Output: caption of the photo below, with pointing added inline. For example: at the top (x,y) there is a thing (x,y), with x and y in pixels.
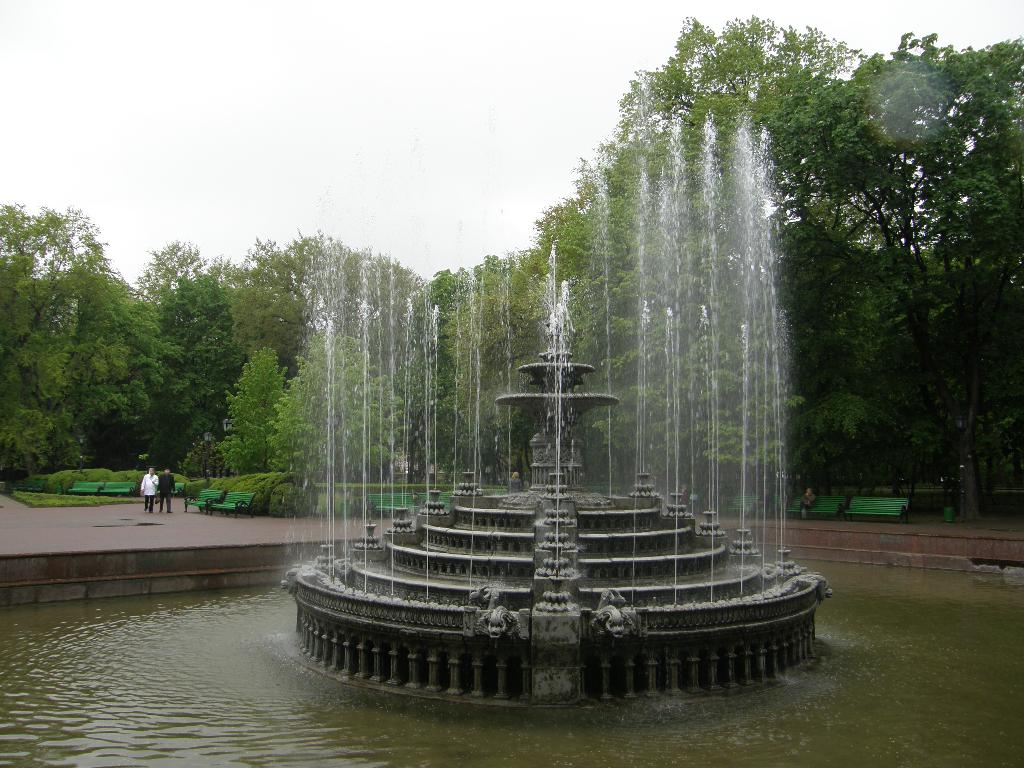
In this image, I can see a fountain (596,603). On the left side of the image (166,494), there are two persons (169,506) standing. On the right side of the image (803,516), I can see a person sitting on a bench (821,514). There are trees (302,419) and bushes (295,500). In the background (168,169), I can see the sky (440,138).
